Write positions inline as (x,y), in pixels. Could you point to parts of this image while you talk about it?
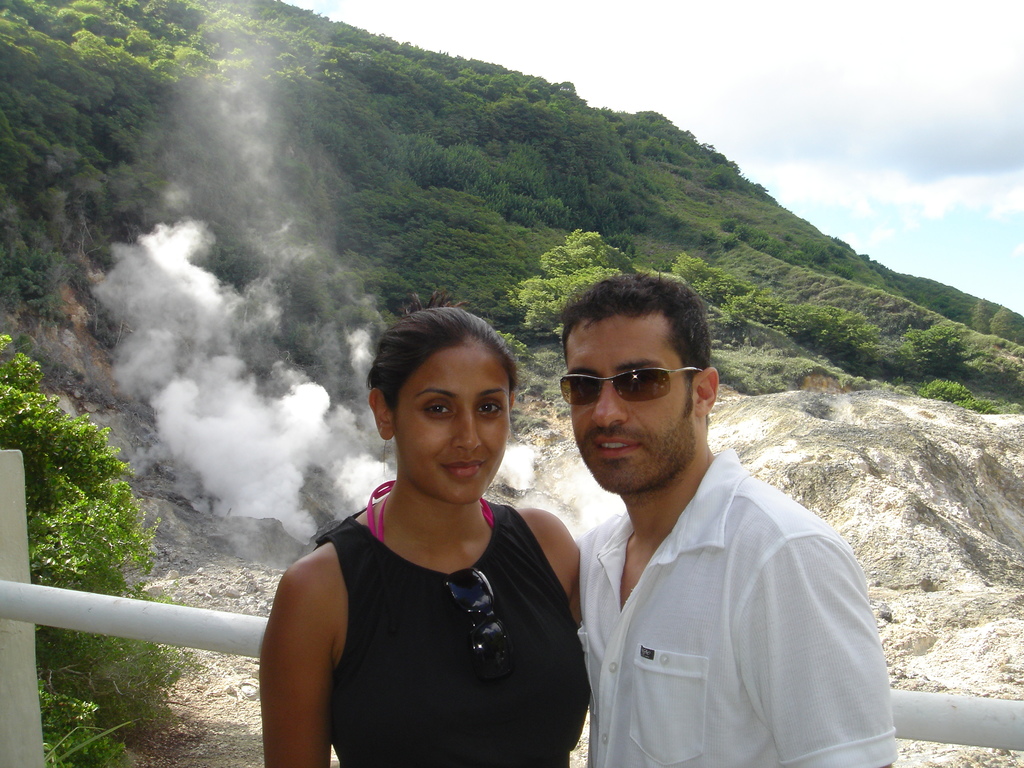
In the middle of the image (640,306) two persons (394,687) are standing and smiling. Behind them there is fencing (2,766). Behind the fencing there are some trees (65,27) on a hill (430,107) and we can see smoke (274,310) on the hill (308,219). At the top of the image (462,54) there are some clouds (953,199) in the sky (953,199).
